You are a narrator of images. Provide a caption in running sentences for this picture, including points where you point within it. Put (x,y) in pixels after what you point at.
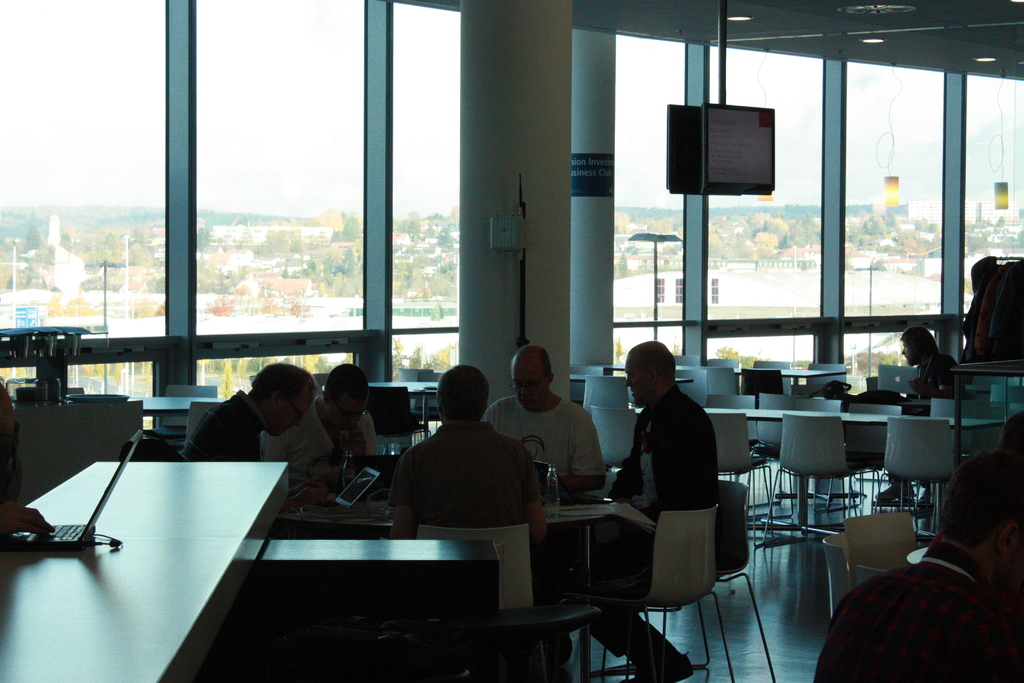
In a room (533,435) there are some people (495,423) sitting around the table (604,507) on the chair (677,571). To the left side (204,589) there is a table (112,641). On the table (138,628) there is a laptop (88,527). And in the middle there is a pillar (504,159). And we can also see the TV screen (704,142). To the right corner (917,644) there are some people (972,610) sitting. There are some windows (195,194), outside the window (258,252) there are buildings (260,266) and trees (780,242).
